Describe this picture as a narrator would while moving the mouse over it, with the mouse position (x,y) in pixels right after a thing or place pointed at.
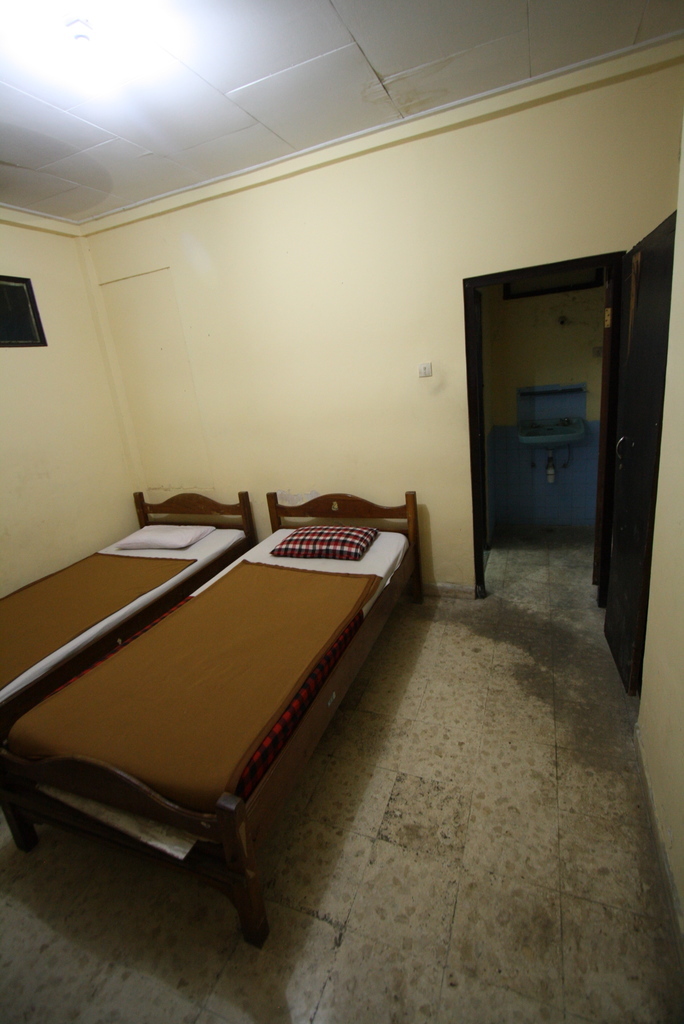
This image consists of a room (121,801). On the left (135,789), there are two beds (151,697). At the bottom (276,902), there is a floor (434,747). In the background (249,361), there is a wall (341,485) along with the doors (619,544). And there is a sink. At the top (301,46), there is a roof (215,110) along with the light (80,22).
